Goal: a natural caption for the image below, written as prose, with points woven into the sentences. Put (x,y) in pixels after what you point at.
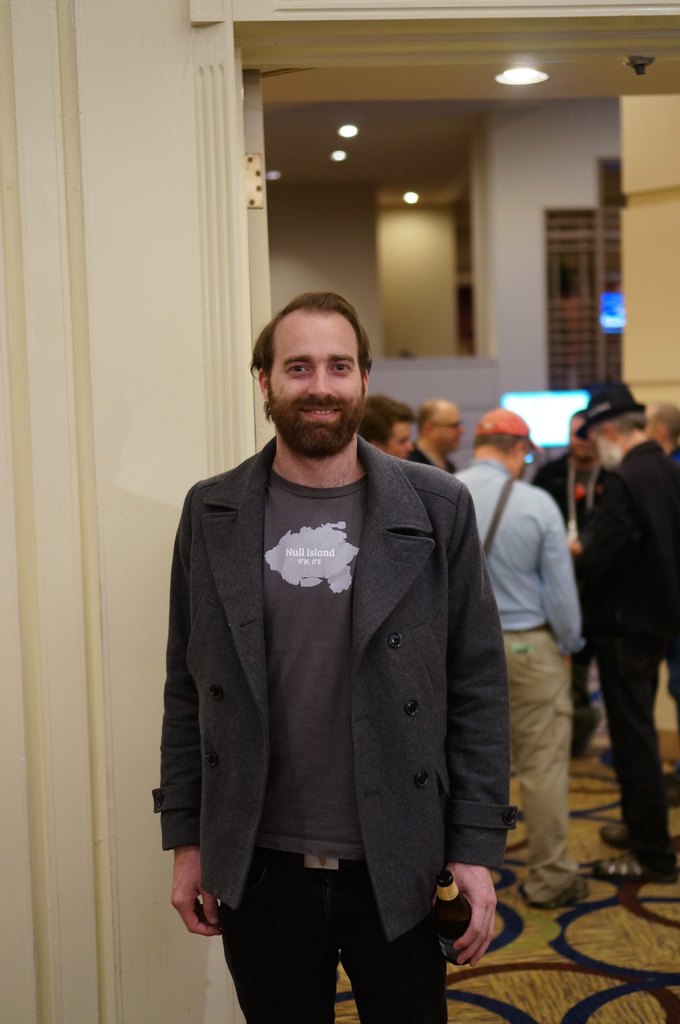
This image is taken indoors. At the bottom of the image (587,950) there is a floor (612,969). In the middle of the image (301,548) a man (250,796) is standing on the floor (618,926) and he is holding a bottle (443,920) in his hands (482,934). In the background (198,138) there are a few walls (103,271) with doors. At the top of the image (451,77) there is a ceiling (407,124) with lights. In the background (569,419) there is a monitor (572,410) on the table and a few people (545,521) are standing on the floor (652,957).
